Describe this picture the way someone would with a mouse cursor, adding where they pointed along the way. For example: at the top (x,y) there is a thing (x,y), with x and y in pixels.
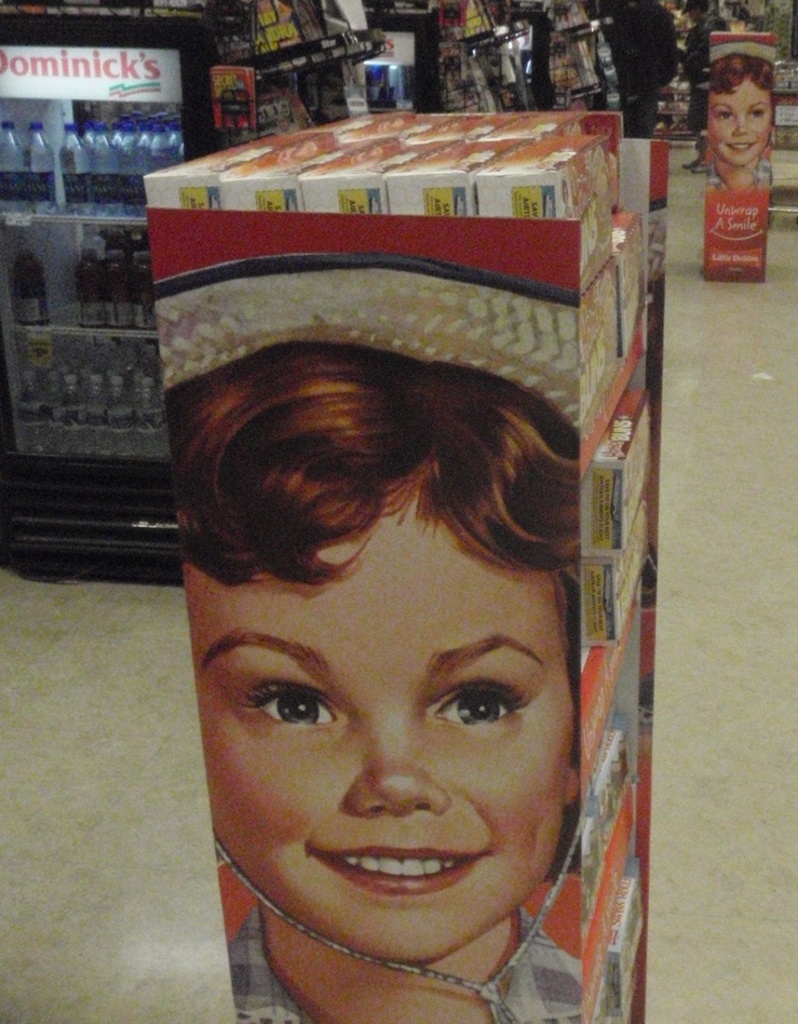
This picture looks like a store (481,491) and I can see small refrigerator (129,303) and few items (528,178) in the shelves (625,259).
